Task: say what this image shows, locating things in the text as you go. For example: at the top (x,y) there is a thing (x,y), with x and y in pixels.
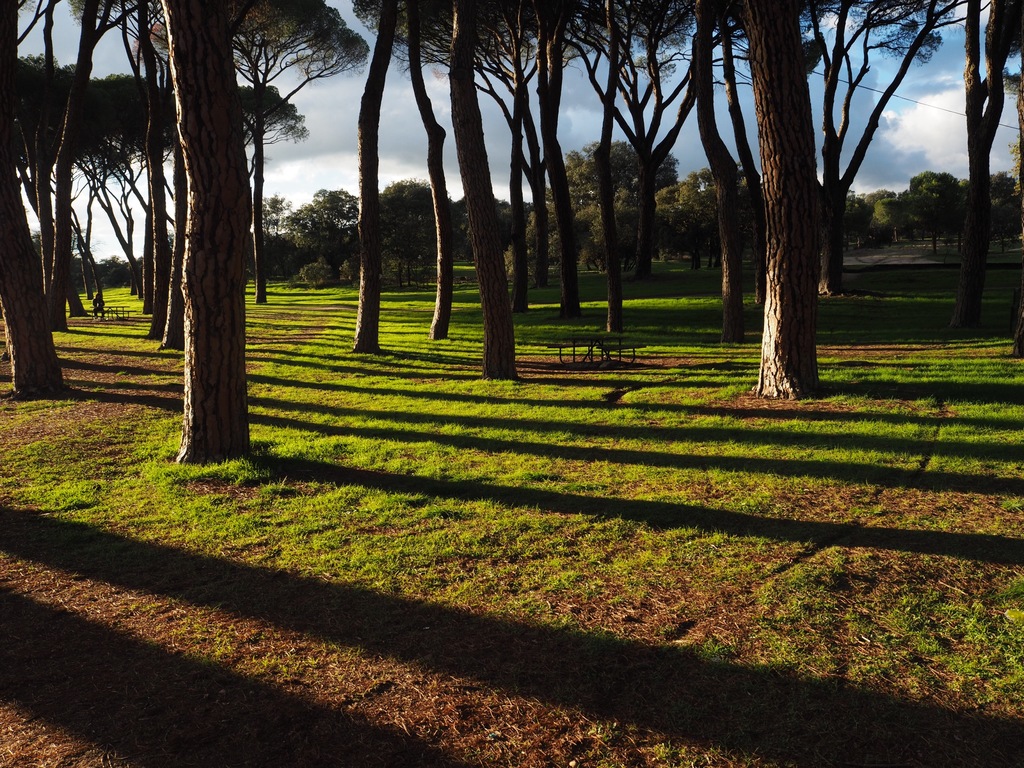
In this image few trees (244,374) are on the grassland (609,432). Middle of the image (588,344) there is a bench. Background (925,139) there is sky (745,104).
